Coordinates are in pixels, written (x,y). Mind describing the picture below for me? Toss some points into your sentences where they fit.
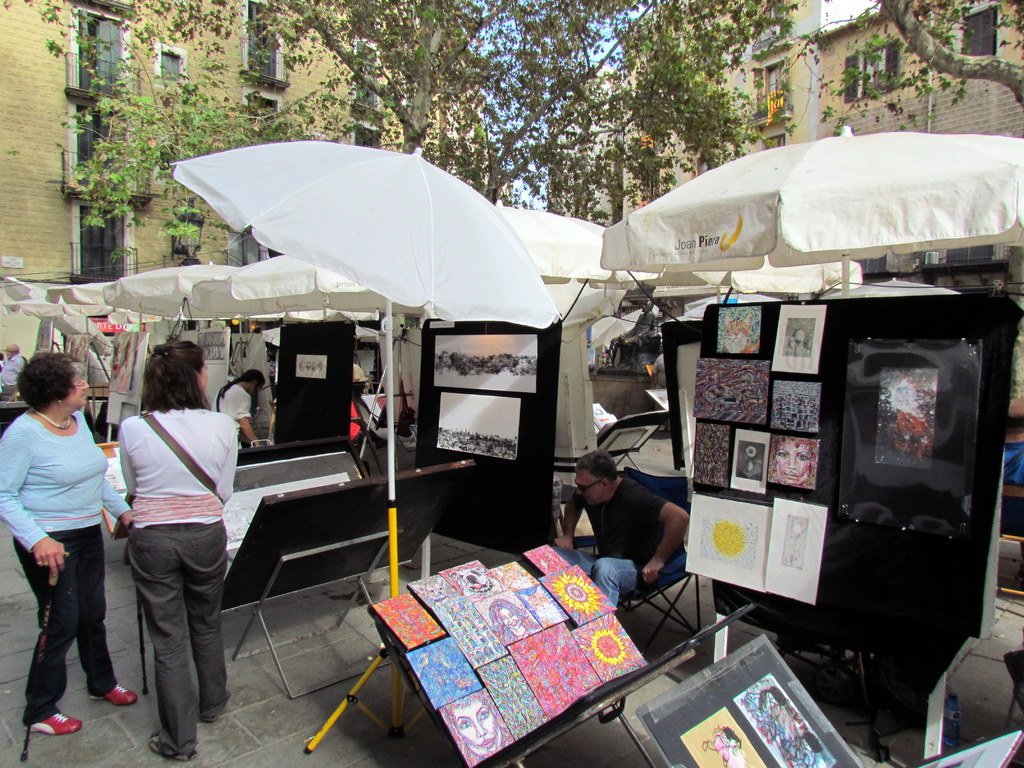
This picture describes about group of people (606,501) few (588,503) are seated on the chair (662,486) and few (161,414) are standing, here we can find couple of arts (495,611) on the table (625,683) and an umbrella (343,240), in the background (55,108) we can see couple of buildings (82,136) and trees (671,76).
